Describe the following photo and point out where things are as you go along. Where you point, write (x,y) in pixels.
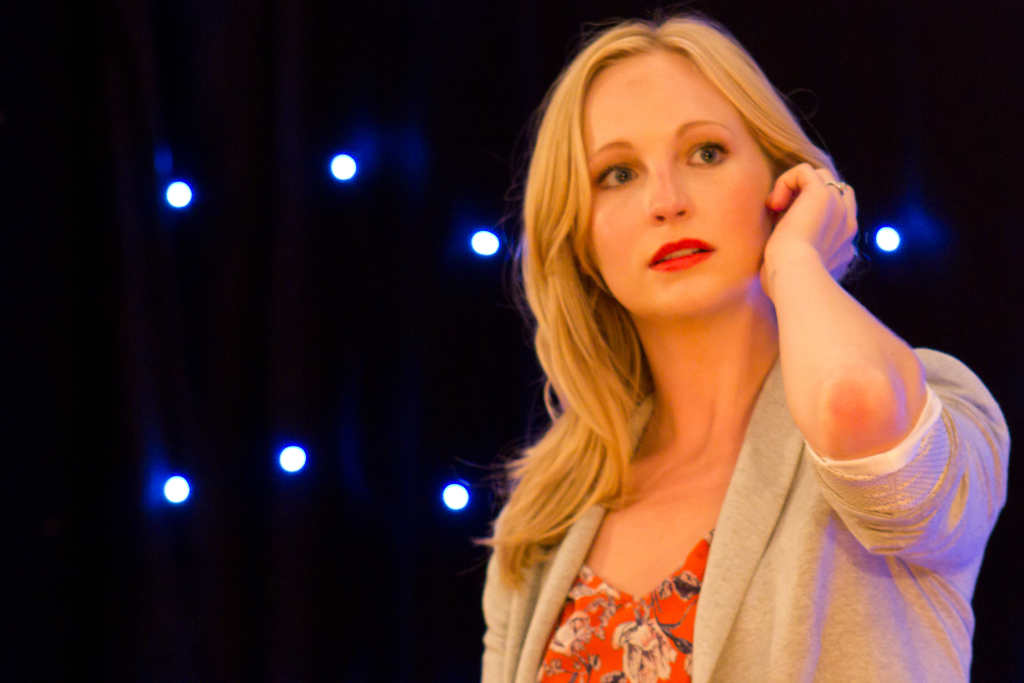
This picture shows a woman (862,337) holding her ear (779,214) and she wore a white coat (749,521) and we see lights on the back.
